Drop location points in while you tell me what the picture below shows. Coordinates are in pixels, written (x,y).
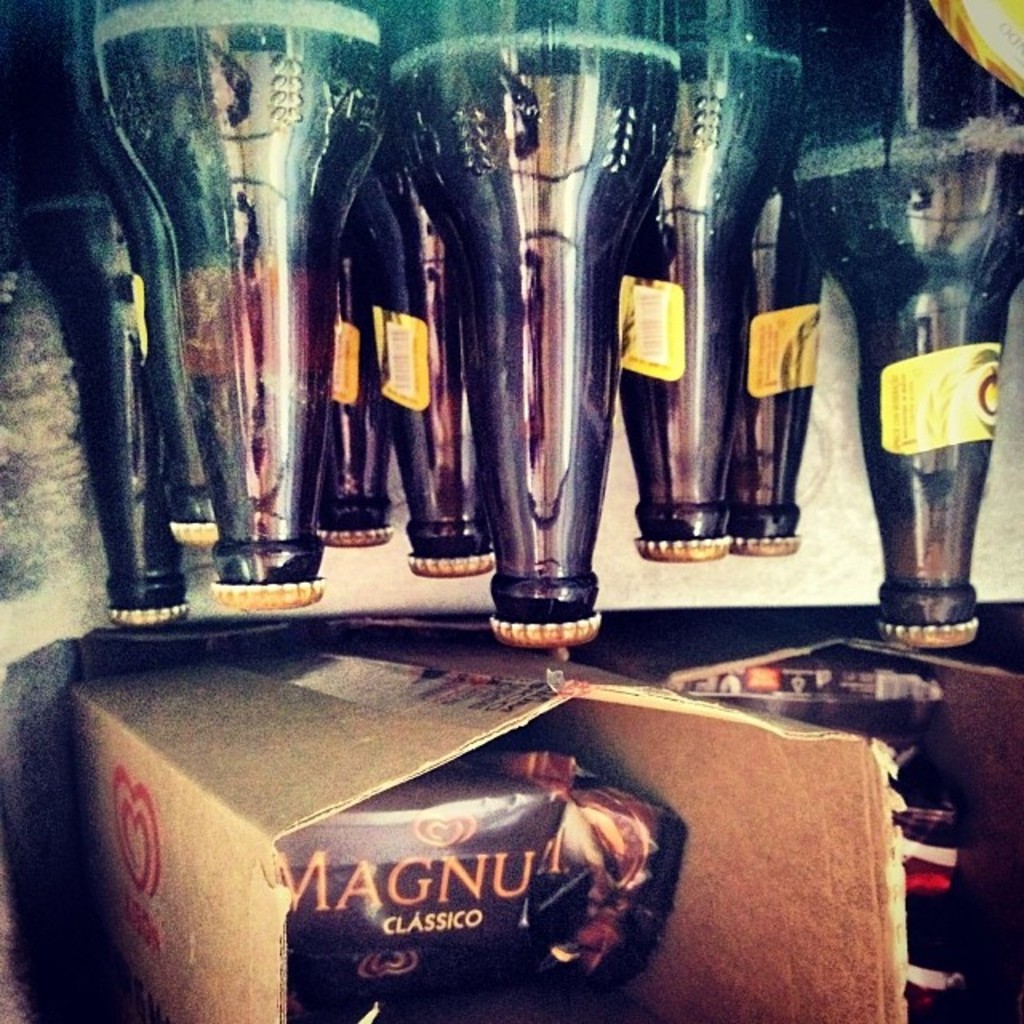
In this image there are bottles (615,215). At the bottom (790,923) there are cardboard boxes (776,865).
